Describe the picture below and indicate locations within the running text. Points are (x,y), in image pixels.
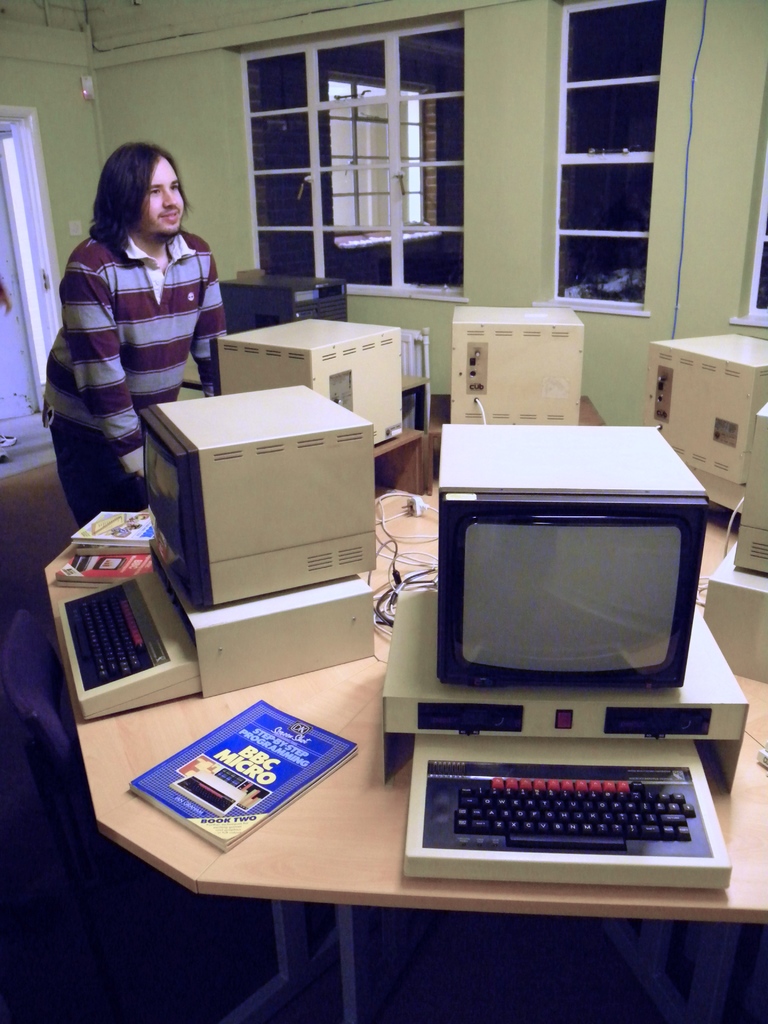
The image is taken inside a room (376,535). On the left of the image (218,330) there is a man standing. There is a table (78,587) in the center of the image (331,679). There is a computer (388,729), a book (229,833) and some wires (395,546) placed on the table (760,810). In the background (2,147) there is a window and a door (8,157).
